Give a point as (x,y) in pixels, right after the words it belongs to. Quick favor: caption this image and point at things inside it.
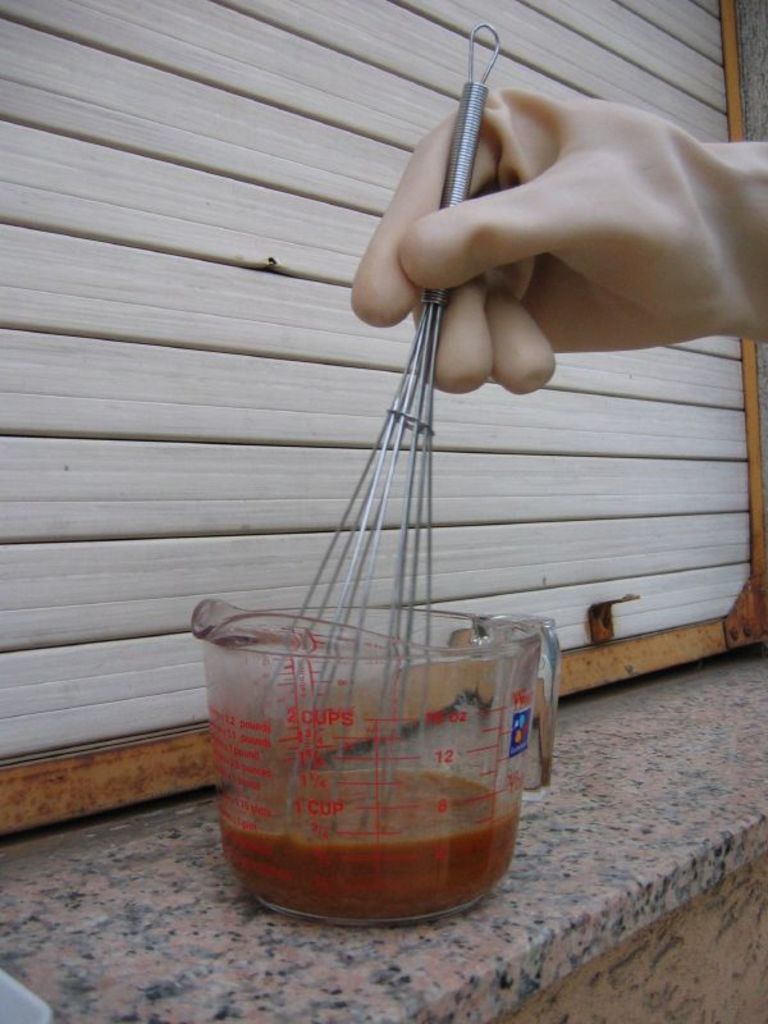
In the image there is a hand (576,208) with gloves (521,341) mixing liquid (469,809) in a glass beaker (357,667) on a shelf (731,751).
